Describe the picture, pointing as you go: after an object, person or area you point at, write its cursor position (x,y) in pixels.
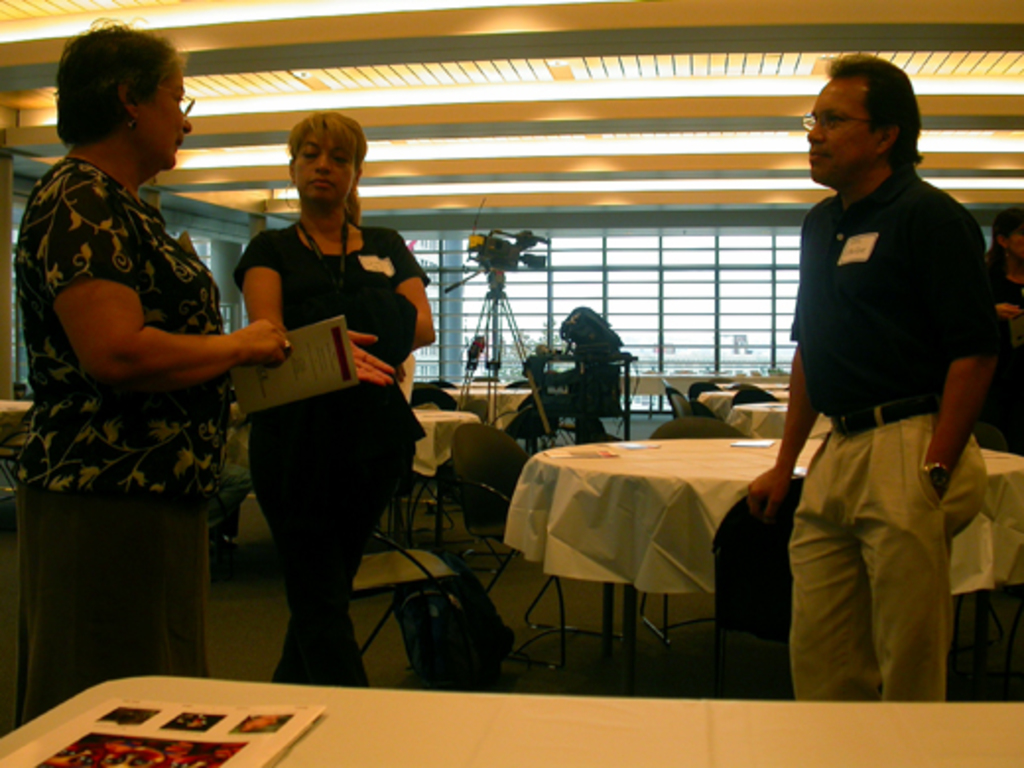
In this image I can see two women (358,266) and a man (897,452) are standing. Here I can see two of them are wearing specs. In the background (496,533) I can see few tables (724,465), few chairs (492,545) and a camera (512,266).
